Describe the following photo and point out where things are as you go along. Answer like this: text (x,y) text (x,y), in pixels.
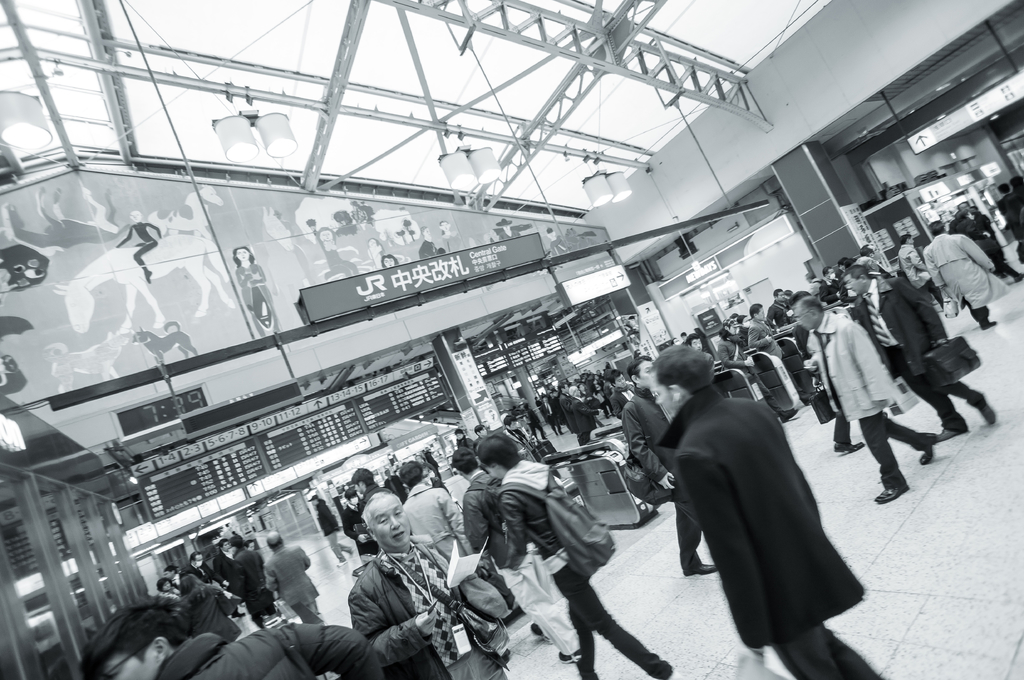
This is a black and white picture. In this picture, we see many people (880,339) are holding the bags (502,605) and they are walking. At the bottom (502,605), we see a man (396,602) is wearing a bag (481,621) and he is holding the papers (451,565) in his hand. Behind him, we see many people (412,501) are standing. On the right side (1011,90), we see a board (942,139) with some text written on it. Beside that, we see a pillar (827,260). In the background (867,261), we see the people (456,456) are standing and we see the boards (319,438) with some text (313,432) written on it. On the left side (31,518), we see the poles (117,536). At the top (451,123), we see the roof (575,182) of the building (802,32).
